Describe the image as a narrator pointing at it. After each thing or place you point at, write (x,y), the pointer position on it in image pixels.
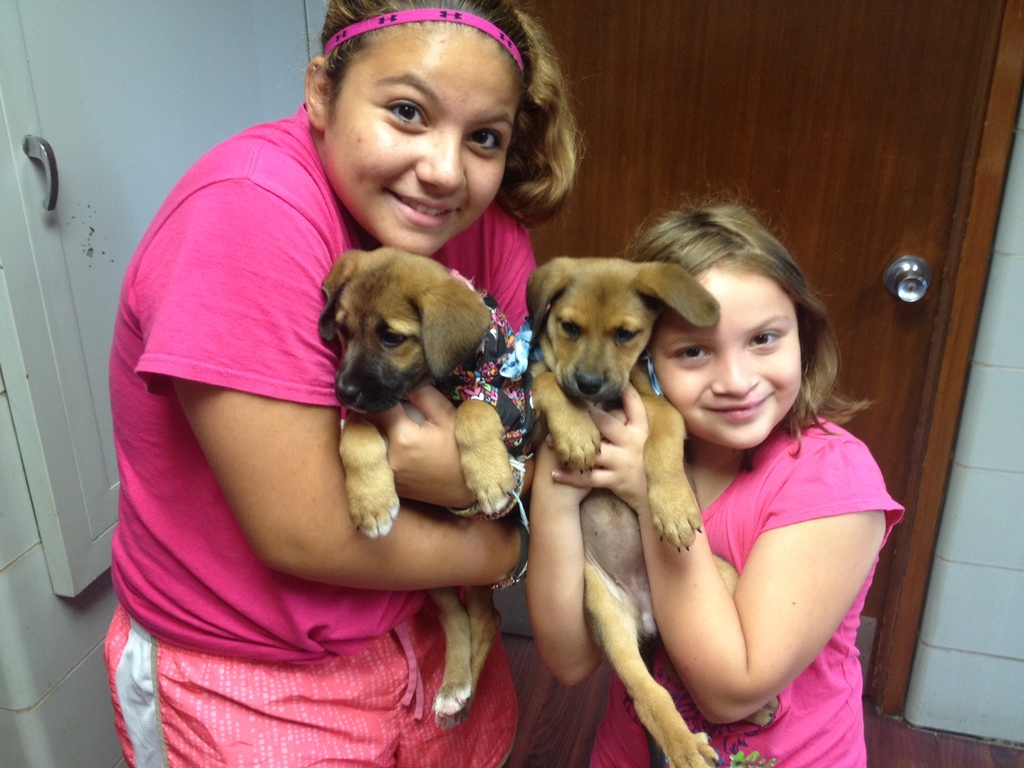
In this picture there are two persons (361,576), one woman (325,625) in the left side (232,432) and a kid (897,504) in the right side (775,697). Both are wearing pink t shirts (279,203) and both are holding two dogs (599,543). In the background (736,179) there is a door (924,236) with the handle (893,267). Towards the left (65,157) there is a cupboard (92,136) with a handle (54,202).
